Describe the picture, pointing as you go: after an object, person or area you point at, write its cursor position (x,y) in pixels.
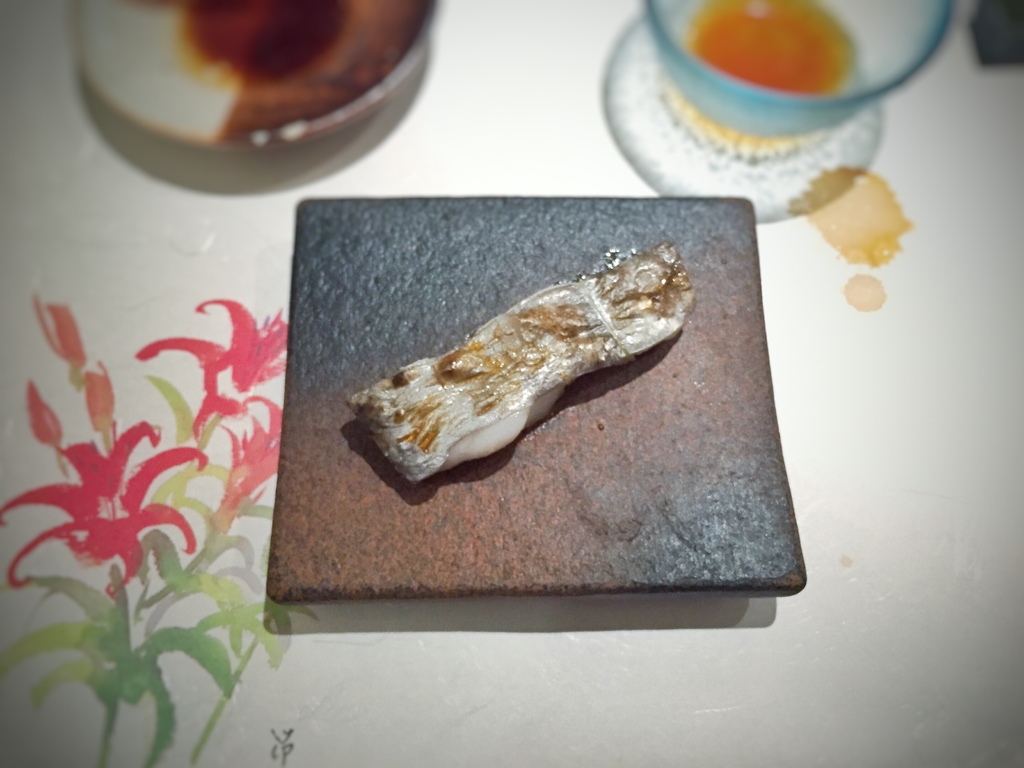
This is a photo. Here we can see a plate (322,76), cup (870,11), and an object (602,314) on the platform (819,703).
